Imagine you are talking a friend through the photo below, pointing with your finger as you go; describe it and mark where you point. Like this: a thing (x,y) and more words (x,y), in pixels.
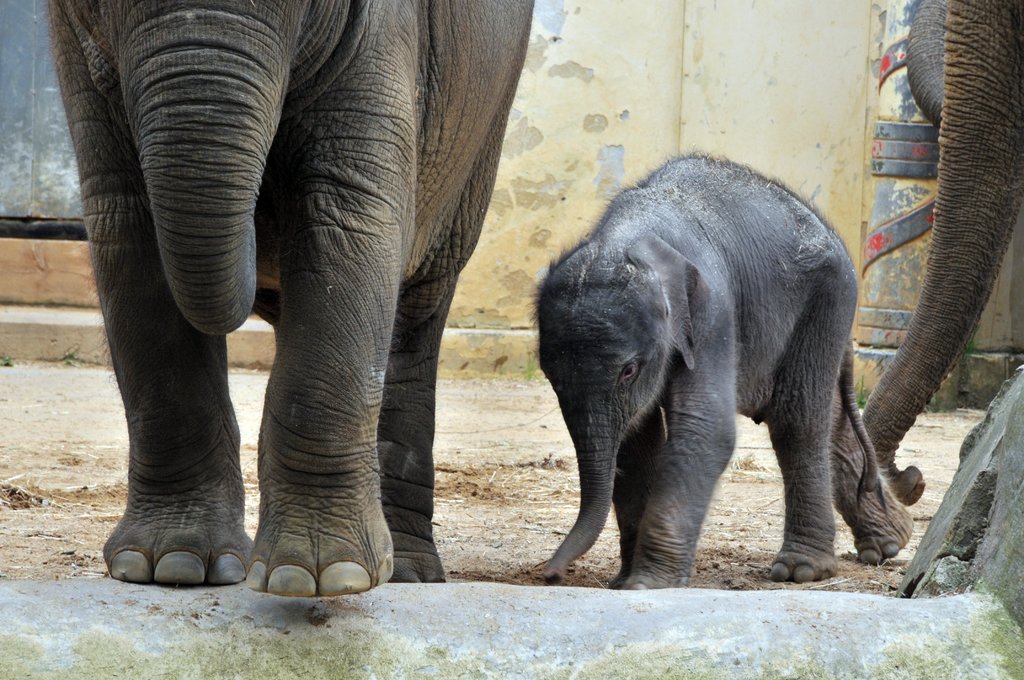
In this image, I can see an elephant (325,525) and a baby elephant (688,486) walking. These look like the rocks (699,640). At the right side of the image (955,238), I can see an elephant trunk (976,149). This is the wall (636,121). I think this is an iron door (32,112).
